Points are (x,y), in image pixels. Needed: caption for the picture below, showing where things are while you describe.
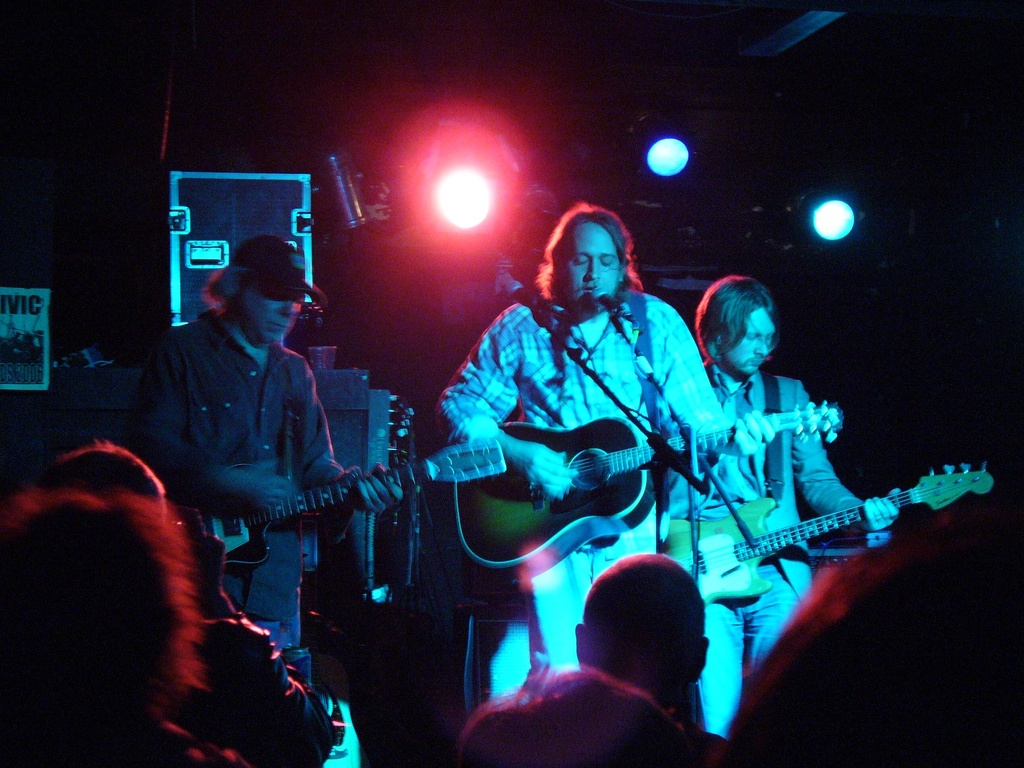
In the image we can see there are people (720,515) who are standing and they are holding guitar (460,521) in their hand (888,507) and in front (606,738) there are people (622,652) who are sitting and they are watching them and at the back (239,183) there are speakers (224,179).
